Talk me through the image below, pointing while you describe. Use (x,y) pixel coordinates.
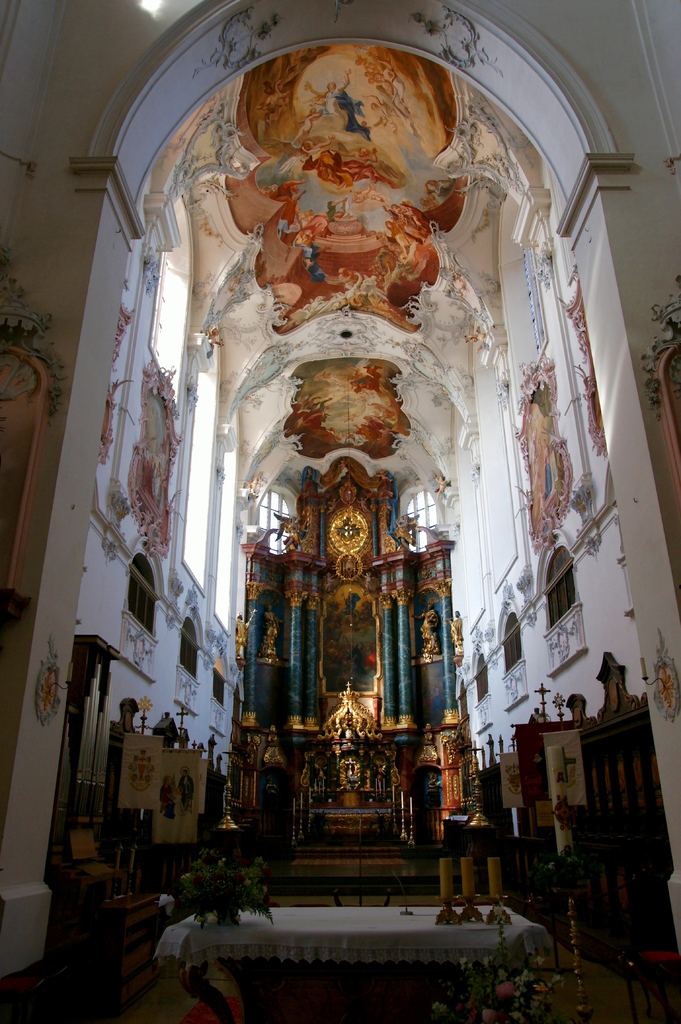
In this image we can see an inside view of a building (500,643). In the foreground (451,947) we can see some candles (491,882), plant (234,900) placed on a table (451,927) and a group of flowers (505,993). In the center of the image (343,676) we can see statues (453,642), photo frame (345,657) on the wall (381,705), pillars (406,666). In the background (202,785), we can see a group of banners (168,778) with text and some windows (558,593).
